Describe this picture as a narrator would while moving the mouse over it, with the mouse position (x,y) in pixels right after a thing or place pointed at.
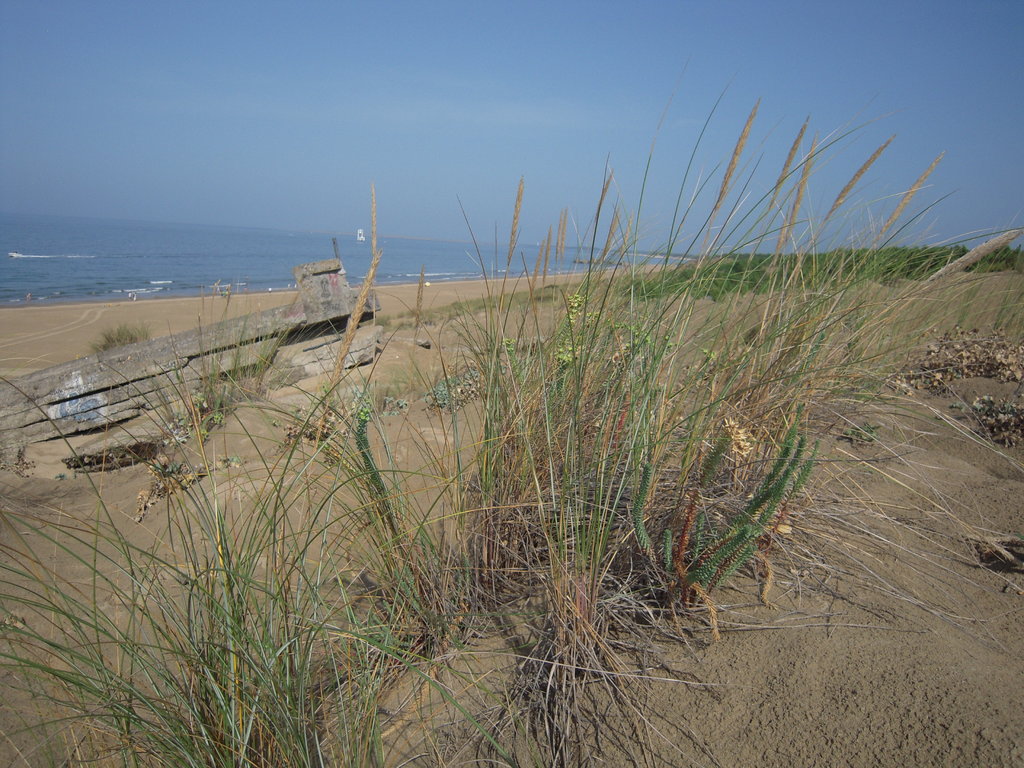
There is grass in the center of the image (516,507), it seems like there are wooden boards (205,369) on the left side (163,351) and there is water (143,270) and sky (452,199) in the background area (509,172).
